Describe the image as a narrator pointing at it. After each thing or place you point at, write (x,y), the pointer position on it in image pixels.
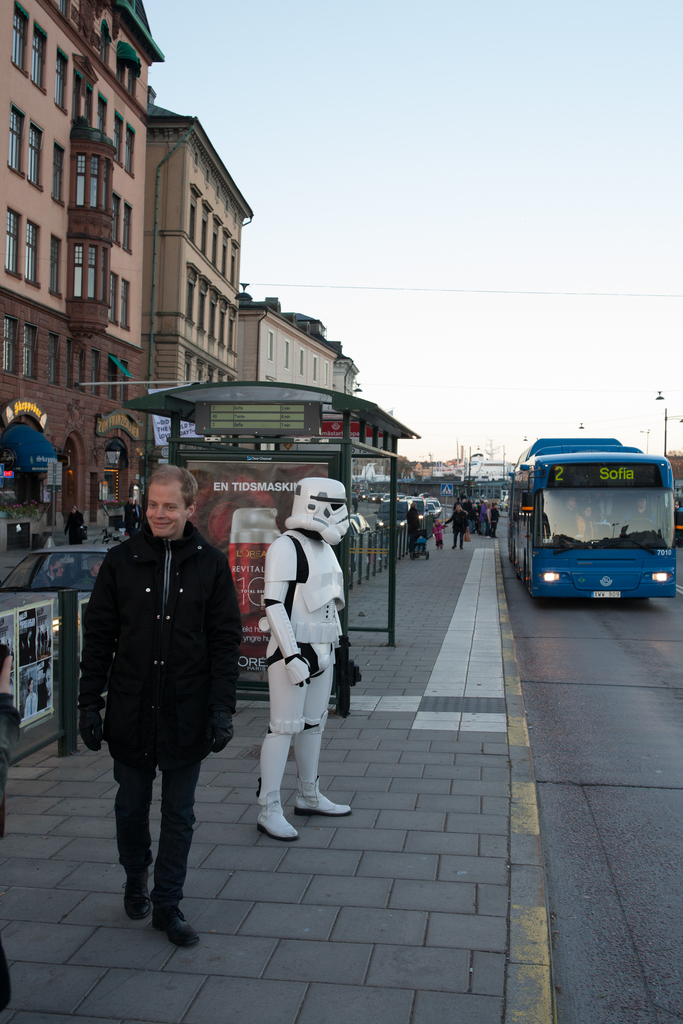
This is the picture of a outdoor, this is the bus station (351,628) the people (150,685) are standing on the path (424,605). On the road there is a blue bus (568,555), behind the bus station (266,482) there is building (250,361) on the top of the building (146,180) there is blue sky (267,59).
